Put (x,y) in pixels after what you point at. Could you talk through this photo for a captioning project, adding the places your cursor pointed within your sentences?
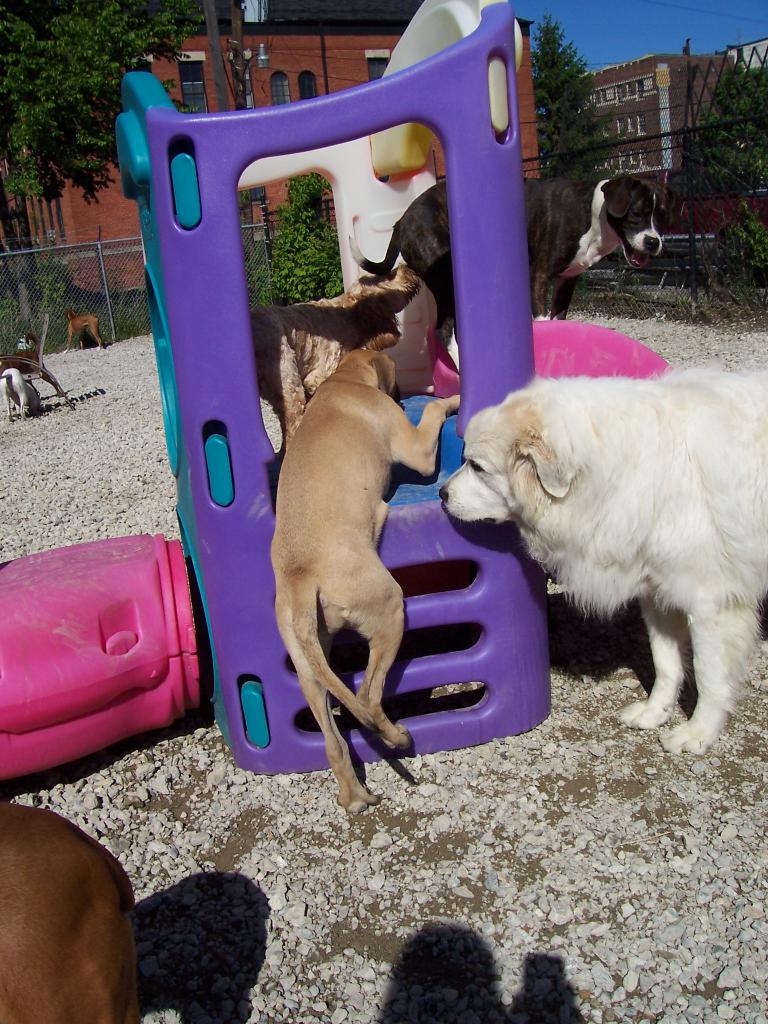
In the center of the image (390,560) we can see box (519,263), dogs (309,526). In the background of the image (297,82) we can see buildings (284,74), electric light poles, mesh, trees (305,253). At the bottom of the image (607,878) there is a ground (603,906). At the top of the image (609,32) there is a sky (600,38).
